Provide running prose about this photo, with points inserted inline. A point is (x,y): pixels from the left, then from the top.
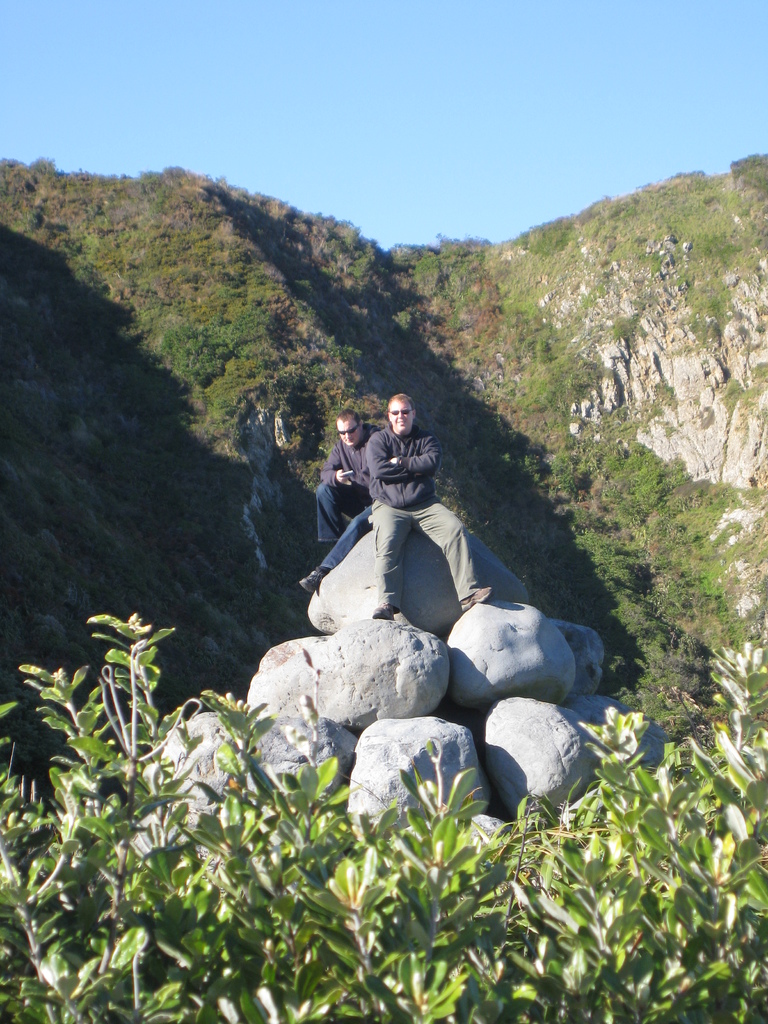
In this Image I can see two people (409,480) sitting on the stones (544,707). I can see mountains (594,589) and green plants (339,872).
